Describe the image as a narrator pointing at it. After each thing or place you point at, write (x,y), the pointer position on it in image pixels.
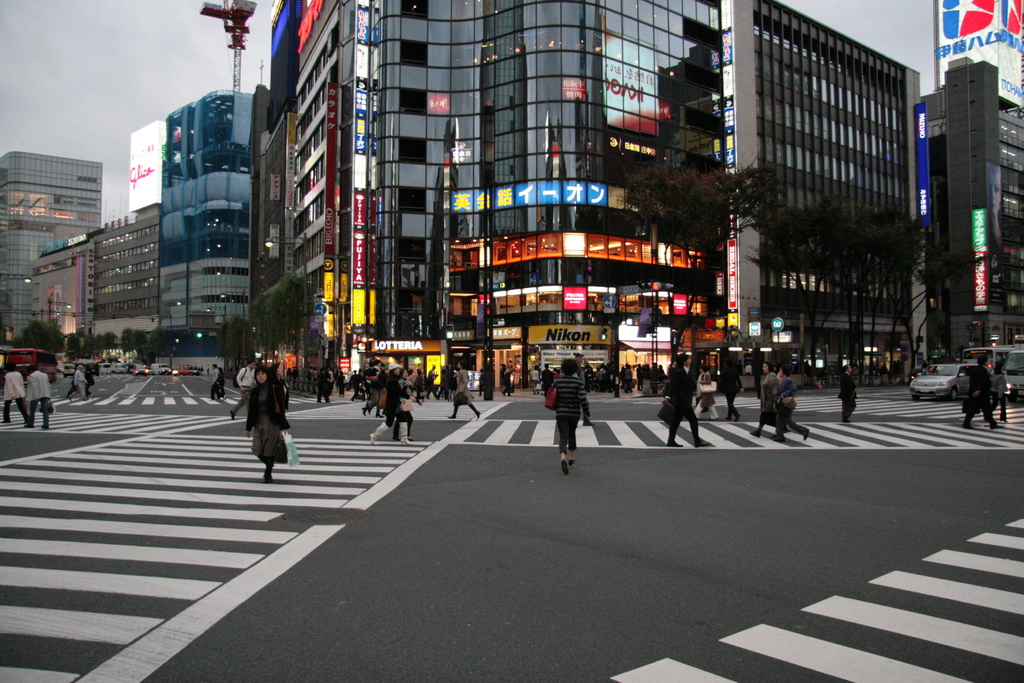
In the center of the image (458,432) there is road (57,383). There are people (425,383) walking on the road (495,437). In the background of the image (603,224) there are buildings (321,243), trees (656,205). At the top of the image (130,53) there is sky (108,20). To the right side of the image (922,390) there are vehicles (944,380).
